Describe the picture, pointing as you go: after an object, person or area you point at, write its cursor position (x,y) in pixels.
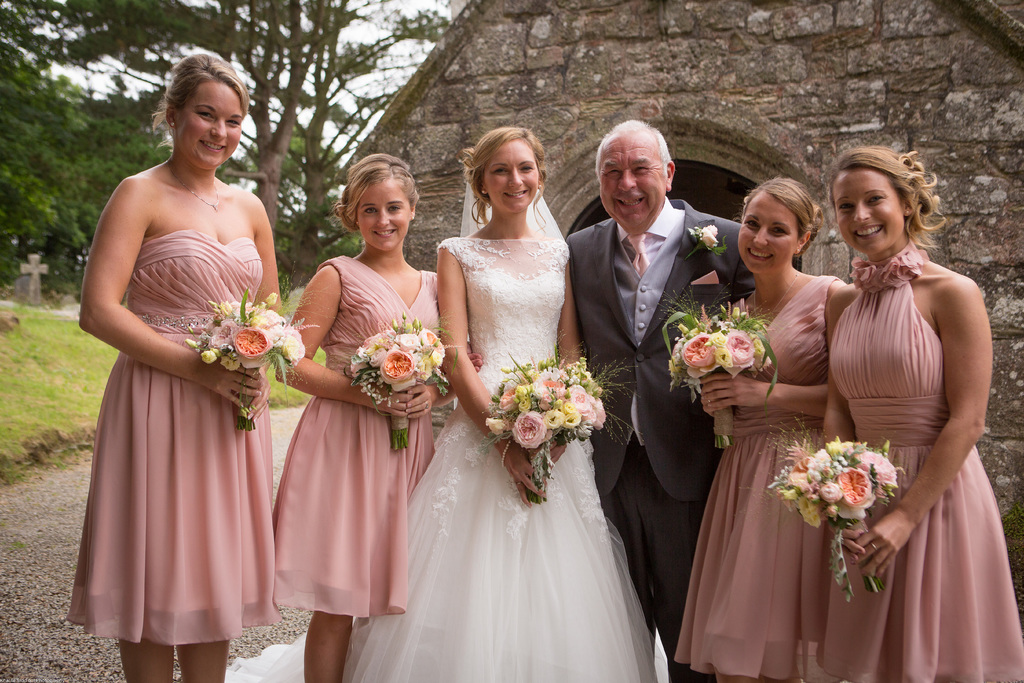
In this image we can see a few people (473,398), some of them are holding flower bouquets (410,375), there are trees (87,171), a cross symbol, and a house (436,84), also we can see the sky (345,106).
